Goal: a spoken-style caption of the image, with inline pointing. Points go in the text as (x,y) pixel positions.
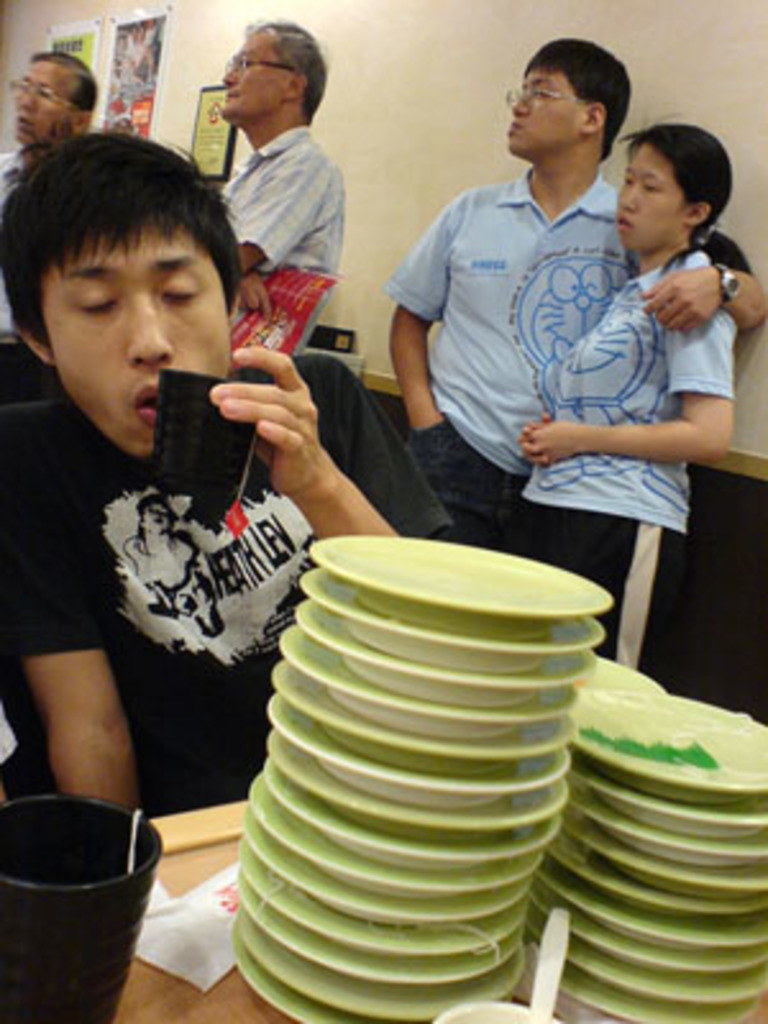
In this image, we can see a man (187,520) holding cup (236,428) in his hand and there are some plates (333,846) and cups (82,816) along with spoons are placed on the table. In the background (290,149), there are some people (624,336) standing and we can see some frames (165,55) placed on the wall (394,46).
